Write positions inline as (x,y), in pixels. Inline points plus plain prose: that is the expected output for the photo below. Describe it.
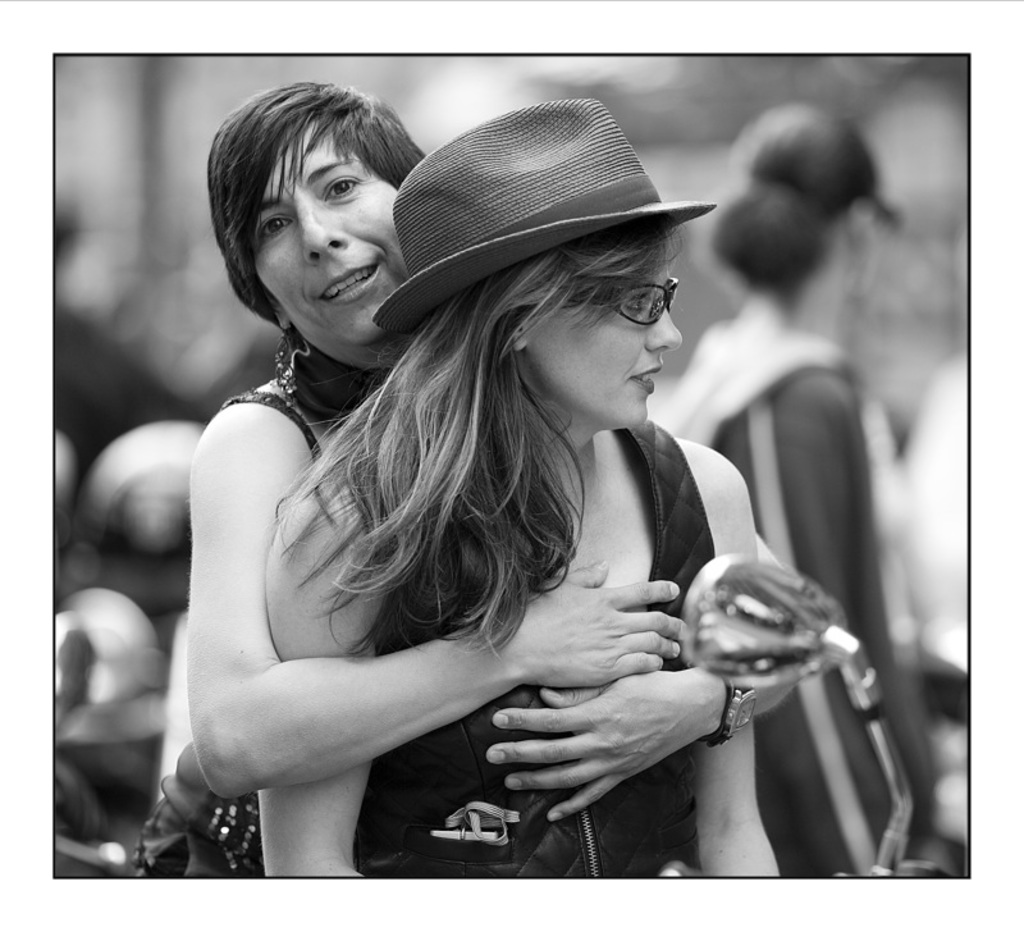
In the picture we can see two women (534,770), one woman (220,697) is holding another woman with her hands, she is with hat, loose hair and black top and behind them we can see some people (819,768) are standing they are not clearly visible.
